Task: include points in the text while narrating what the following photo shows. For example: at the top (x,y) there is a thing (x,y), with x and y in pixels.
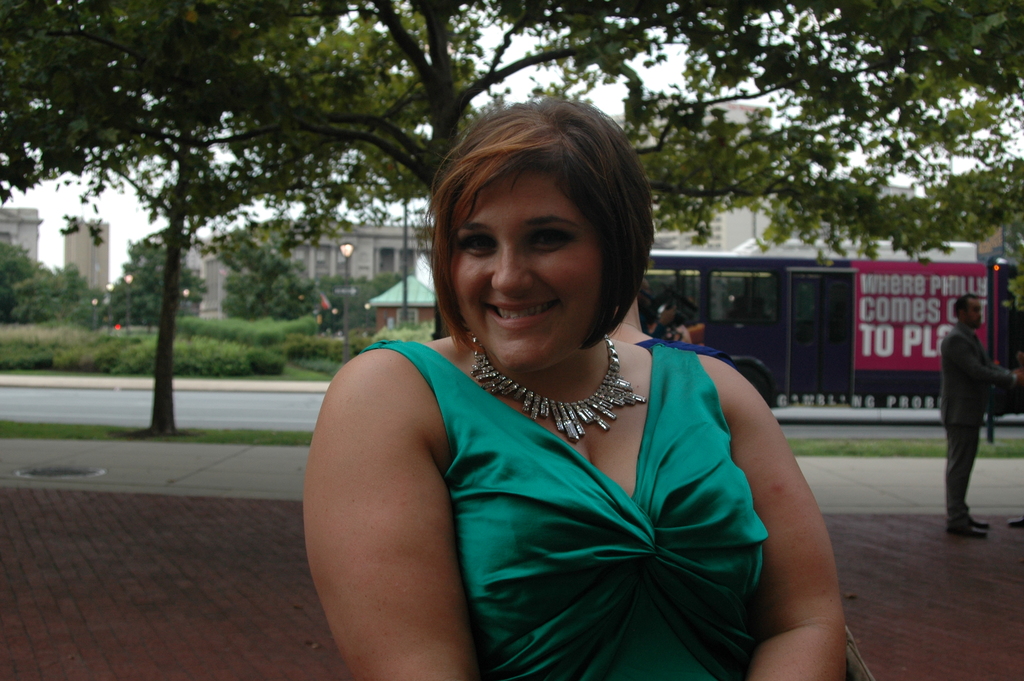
In the center of the image (475,273) there is a woman (360,397) standing on the road (232,680). In the background (132,389) we can see trees (56,321), plants (112,339), vehicles (785,275), road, person's (686,345), buildings (310,260) and sky (131,225).
